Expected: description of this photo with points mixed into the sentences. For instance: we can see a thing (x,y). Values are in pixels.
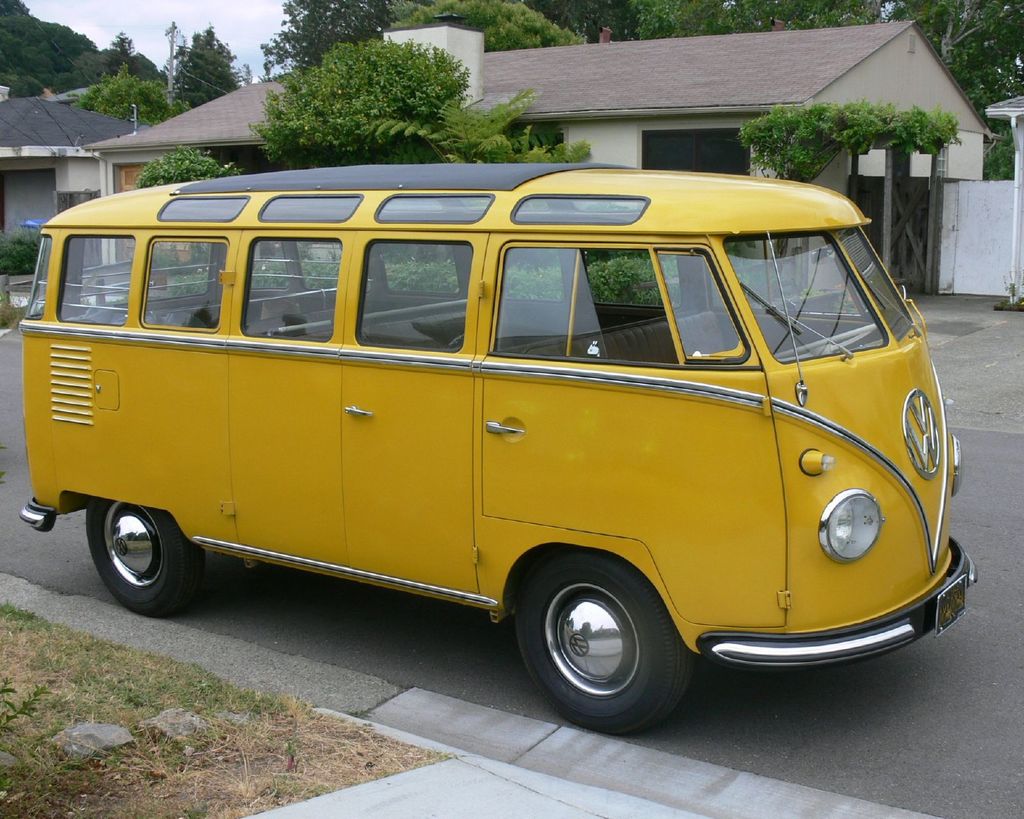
In this image we can see a van (773,519) placed on the road (986,620). We can also see some grass (260,721) and stones (169,734). On the backside (696,143) we can see some houses (661,168) with roof (195,137), a group of trees (757,20), a pole (173,55) and the sky (158,8) which looks cloudy.
